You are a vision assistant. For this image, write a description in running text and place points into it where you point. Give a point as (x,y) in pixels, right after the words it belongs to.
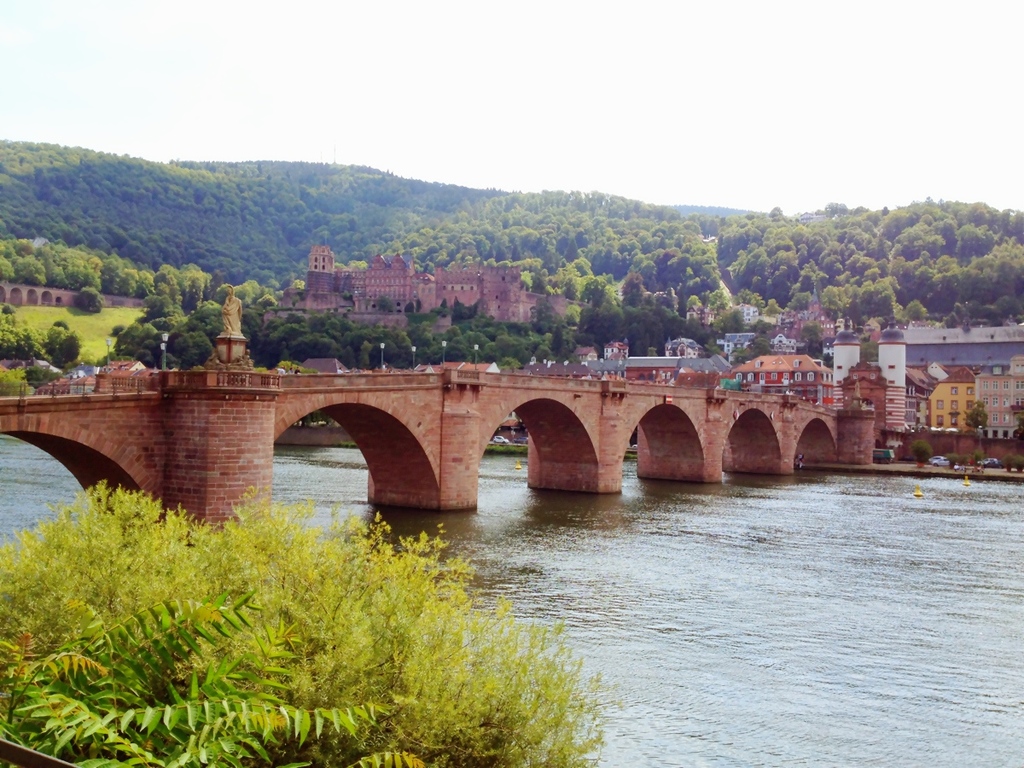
There is a river (699,509) and across the river (3,466) there is a bridge (305,379) and there is a sculpture (237,325) on the bridge (434,415), in the background (620,331) there are plenty of trees (644,266) and there is a big fort (432,282) in between the trees (580,280).
